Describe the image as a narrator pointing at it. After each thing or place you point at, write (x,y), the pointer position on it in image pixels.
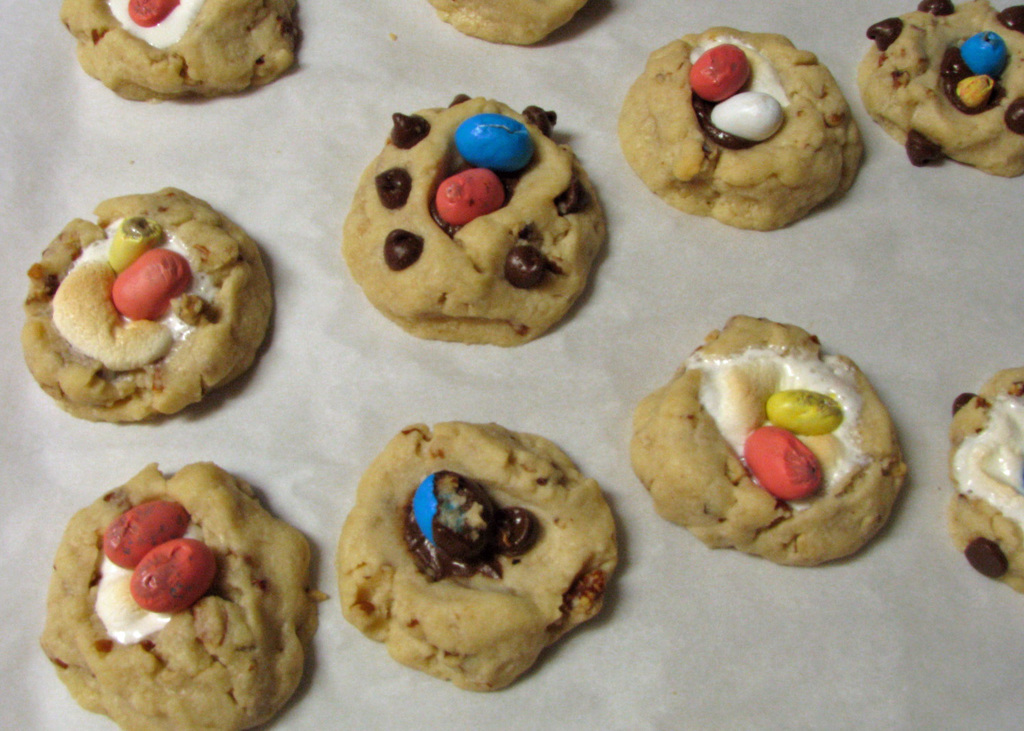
In this picture there are cookies (468,287). At the bottom (18,582) there is a white color background (940,623).
